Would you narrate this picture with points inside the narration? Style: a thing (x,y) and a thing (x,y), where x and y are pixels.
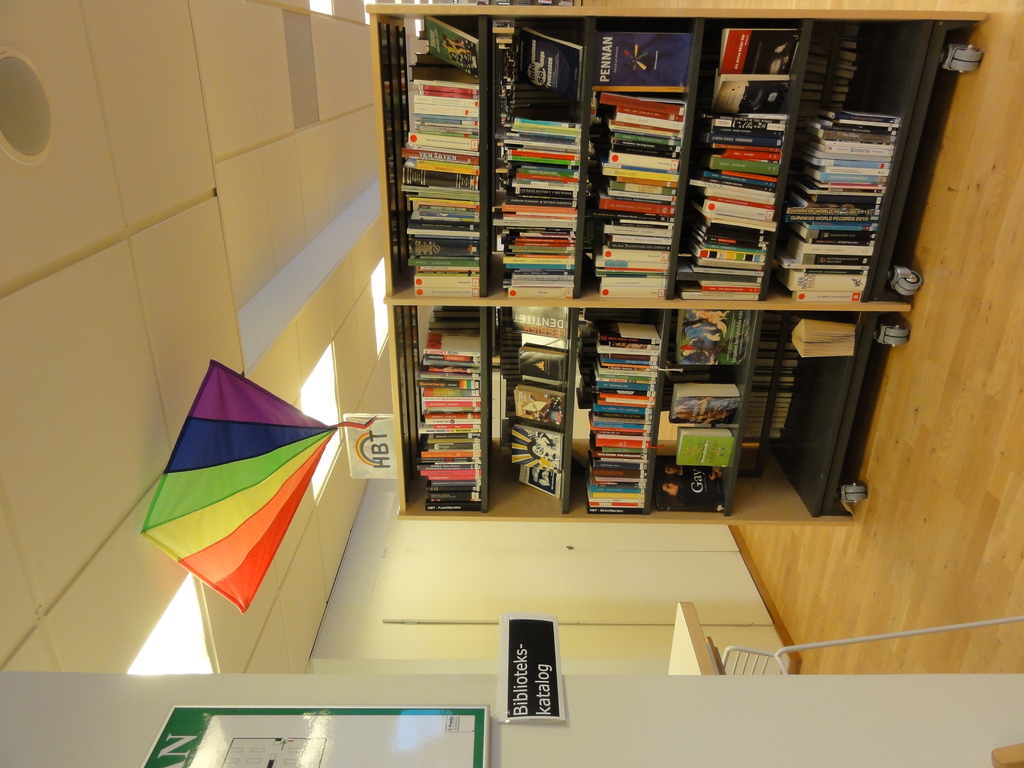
In the foreground of this image (540,717), at the bottom (724,736), there is wall (683,737) and few boards (511,699). On the left (234,468), there is kite (210,436) and the ceiling (98,335). In the middle (545,360), there are books (642,362) in the rack (662,378) and also we can see a table (703,649) on the floor (958,643).
